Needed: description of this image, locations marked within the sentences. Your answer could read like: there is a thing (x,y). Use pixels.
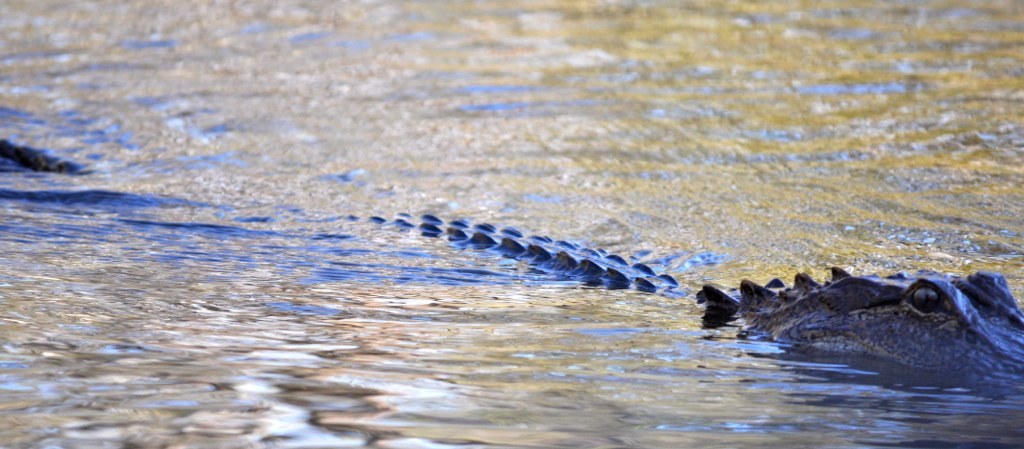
In this image, I think this is a crocodile (461,227), which is in the water (881,371). I can see the water (252,191) flowing.
